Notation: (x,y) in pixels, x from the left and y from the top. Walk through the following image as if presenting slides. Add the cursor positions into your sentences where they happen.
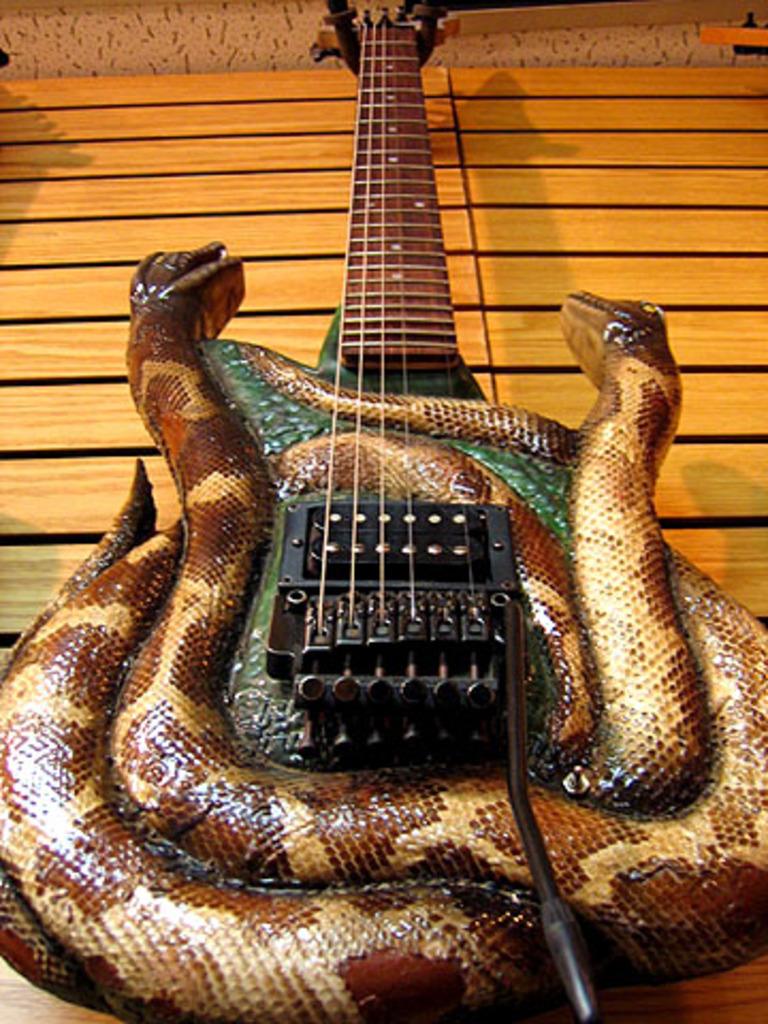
The picture consists of a guitar (282,793) which is in the shape of snakes (183,440) on it, it is hanging on the wall (247,203).
